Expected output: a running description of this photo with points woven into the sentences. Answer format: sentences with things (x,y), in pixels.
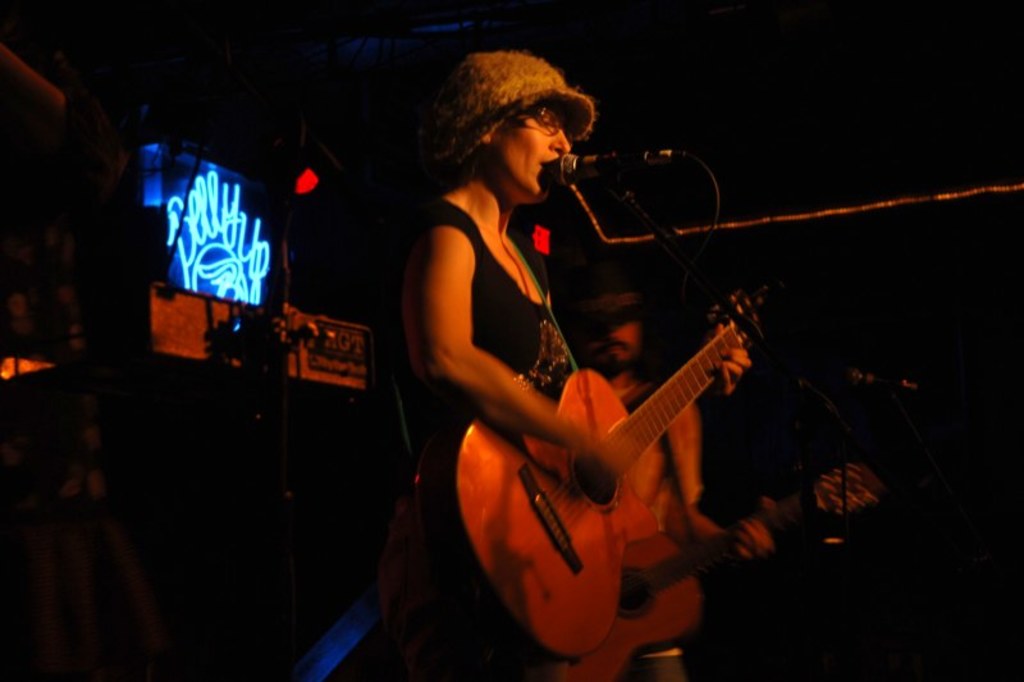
In this image there is a woman (481,355) standing and playing a guitar (607,477), another man (667,494) standing and playing a guitar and woman (517,340) singing a song in the microphone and the back ground there is name board (192,292), focus light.
